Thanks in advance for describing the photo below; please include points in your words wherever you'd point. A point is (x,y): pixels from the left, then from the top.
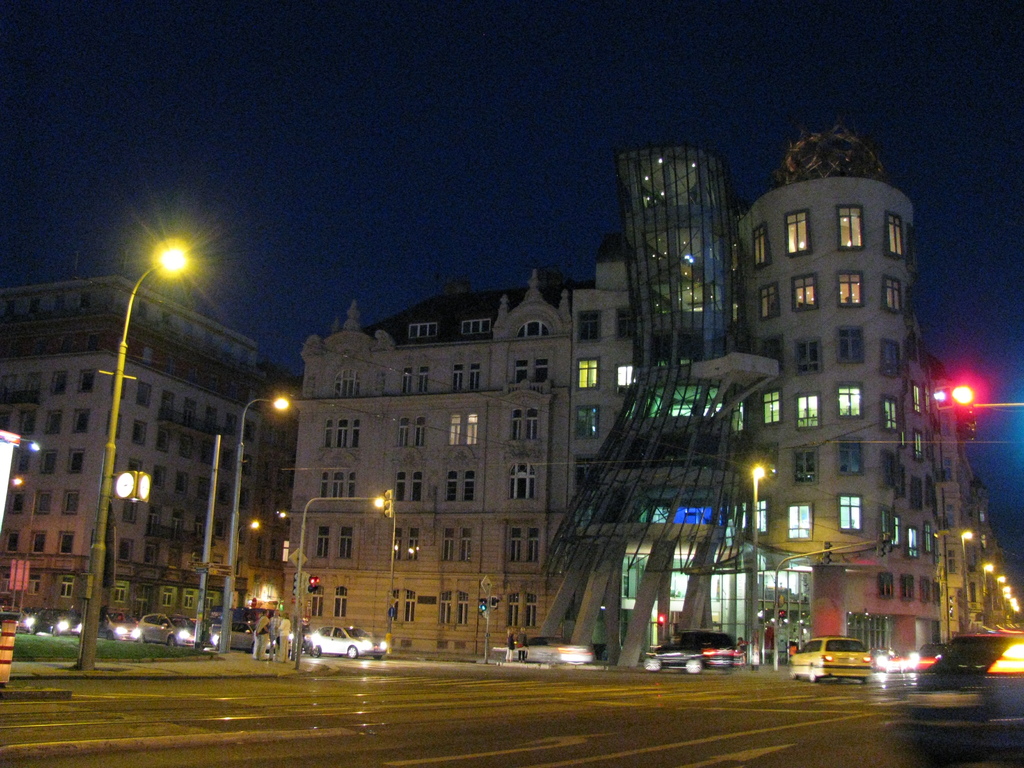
In the foreground (219,621) I can see fleets of cars (49,613), group of people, street lights (230,604) and boards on the road (657,750). In the background (512,618) I can see buildings (607,470), windows (600,500) and the sky (414,256). This image is taken during night.
